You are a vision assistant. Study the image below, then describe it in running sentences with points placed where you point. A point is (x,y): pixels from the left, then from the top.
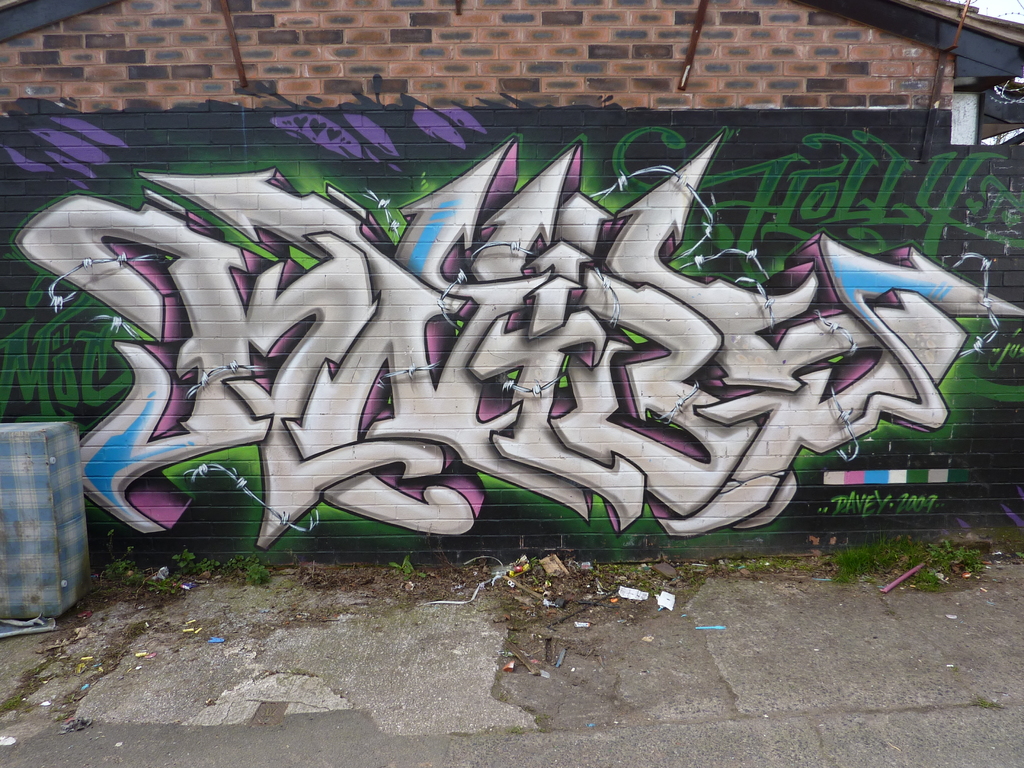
In this picture we can see the brick wall (351,218). On the brick walls (689,423) we can see painting (913,305). At the bottom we can see garbage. In the bottom left corner (43,578) there is a box (75,491). In the top right corner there is a sky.
